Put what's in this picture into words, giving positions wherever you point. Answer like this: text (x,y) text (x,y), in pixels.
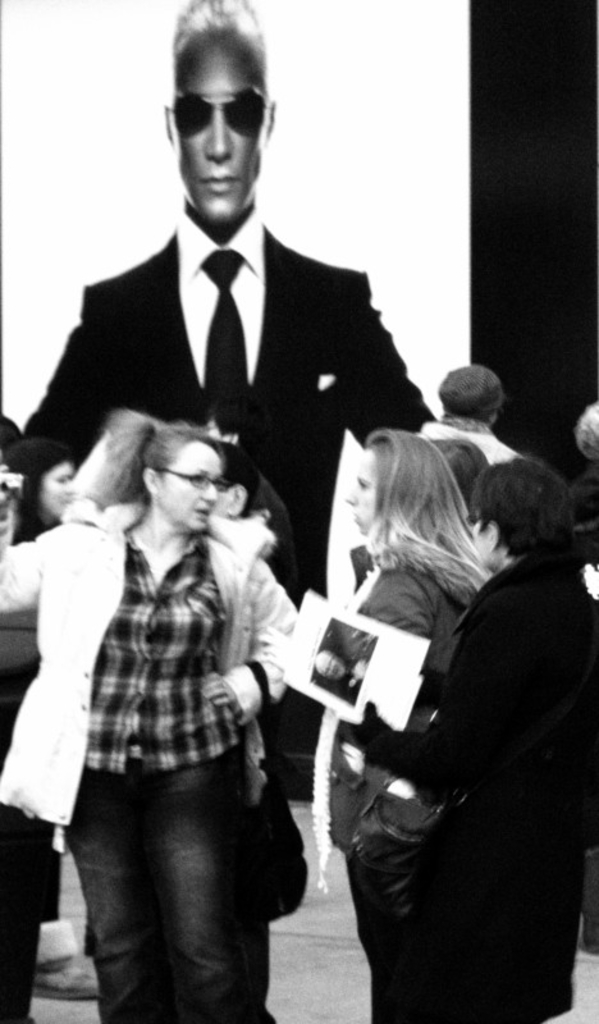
In the image we can see the black and white picture of the people (321,789) standing and wearing clothes (197,747). Here we can see a person (197,747) is wearing spectacles (215,479) and other one (370,704) is holding a book (343,707) in hand (380,725). Here we can see the floor (340,945) and the poster (239,277) of the man (266,313) wearing goggles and clothes (246,309).
